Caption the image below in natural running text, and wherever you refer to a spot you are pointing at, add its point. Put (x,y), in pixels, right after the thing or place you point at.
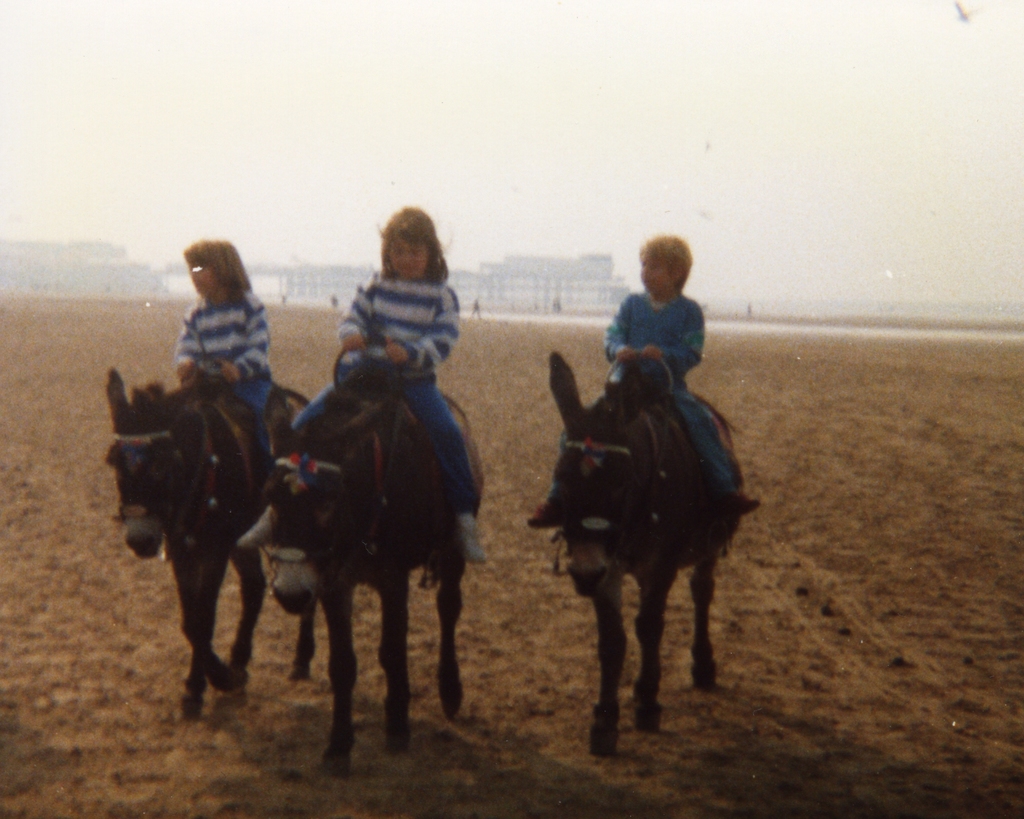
In this image i can see three children (645,362) on a donkeys (665,477), at the background (541,301) i can see a building (559,291) and a sky (524,190).
